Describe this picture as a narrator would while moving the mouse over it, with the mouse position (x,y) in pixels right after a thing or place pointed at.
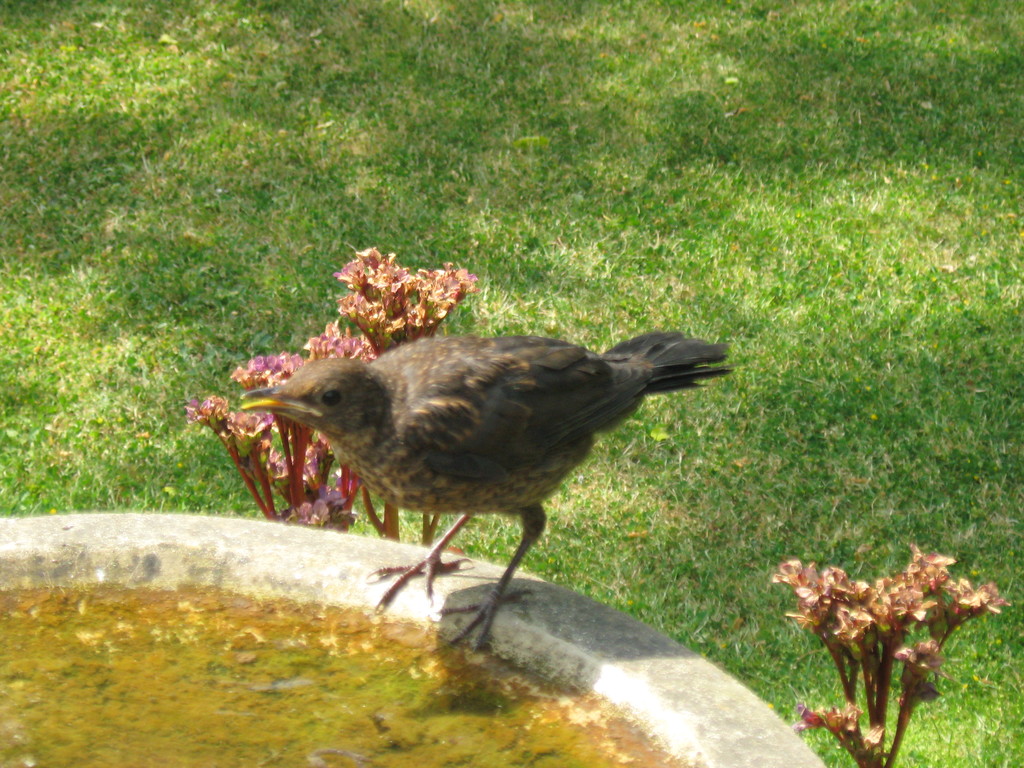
In this image there is a bird (377,380) in front of the pond (257,684). Beside the bird (572,460) there are plants (893,620). At the bottom of the image (999,654) there is grass (440,130) on the surface (470,116).
